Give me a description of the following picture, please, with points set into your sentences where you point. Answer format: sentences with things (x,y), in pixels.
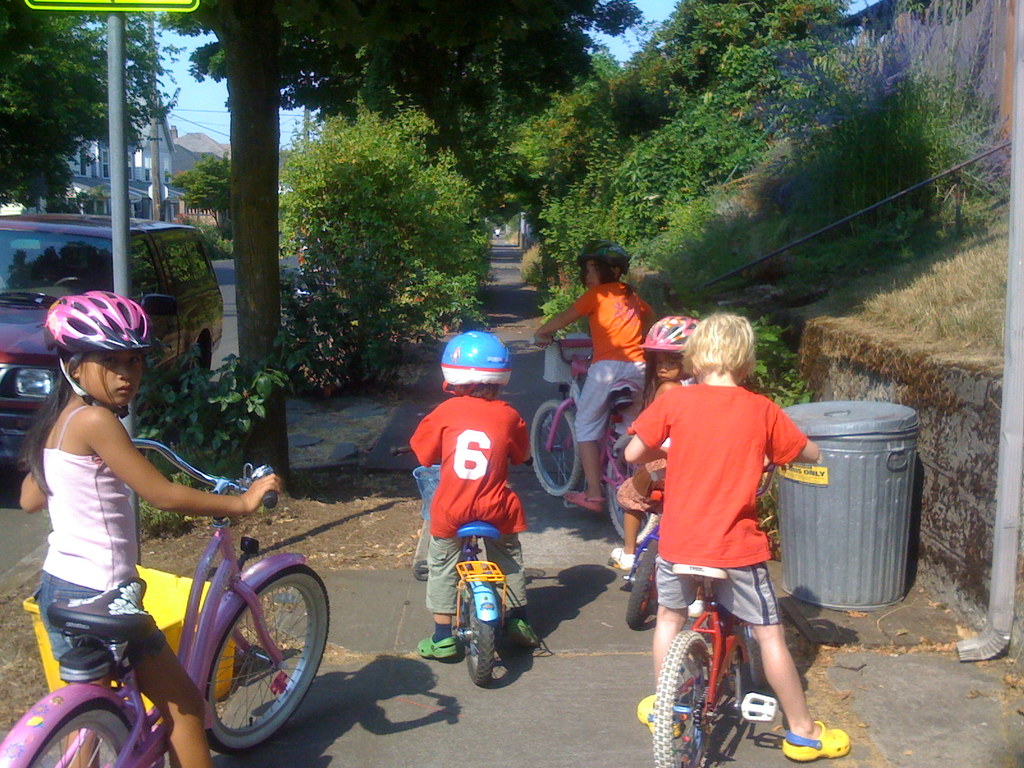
In this image i can see a group of children (248,491) riding bicycle (557,486) on a path (567,652) at the background (314,196) i can see a dustbin (789,519) a car (152,283), a board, a tree (251,215), a building (187,159) and sky (187,77).
